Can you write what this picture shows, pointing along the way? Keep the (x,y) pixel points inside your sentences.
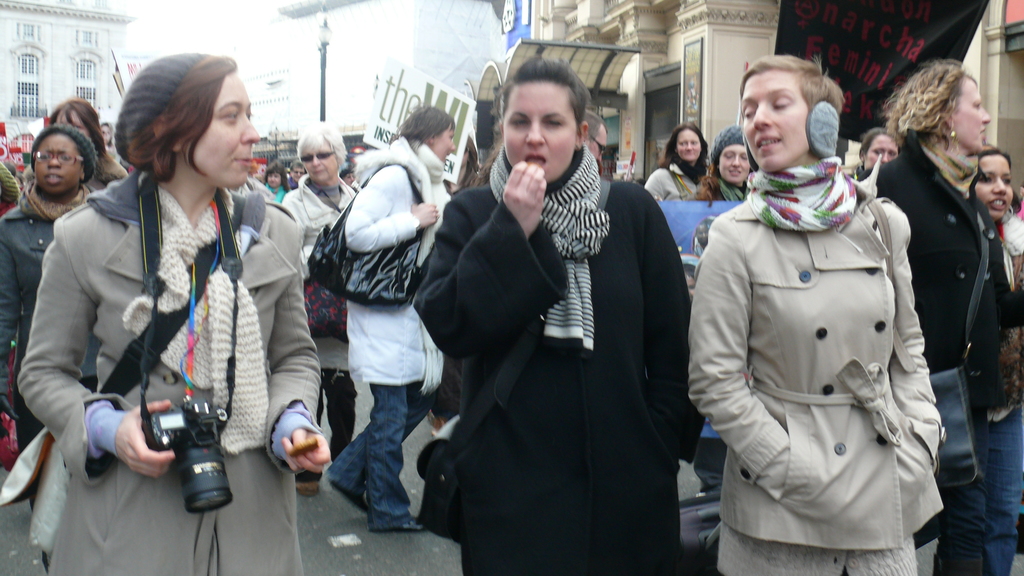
In this image I can see a crowd (567,374) of people (395,376) walking on the road (320,493). The woman (214,322) who is on the left side (211,389) is holding a camera (217,446) and looking at the people (535,306) who are beside her. In the background (281,25) there are few buildings (607,62) and a pole (322,63). Everyone is wearing jackets (136,205).
